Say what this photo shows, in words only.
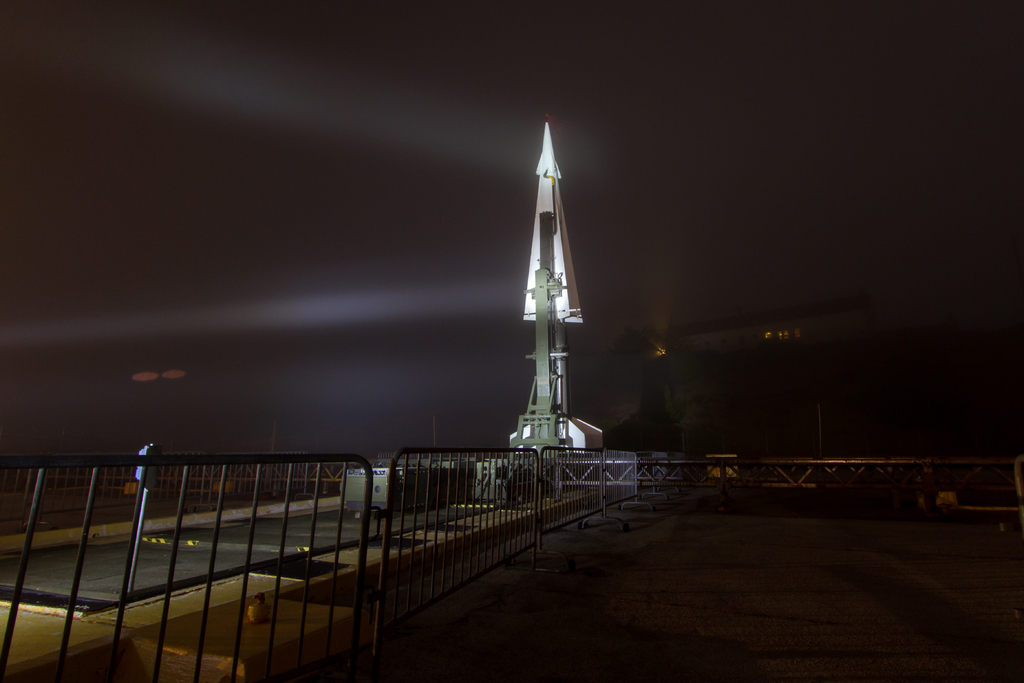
In this image we can see a rocket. There is a fencing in the image.
